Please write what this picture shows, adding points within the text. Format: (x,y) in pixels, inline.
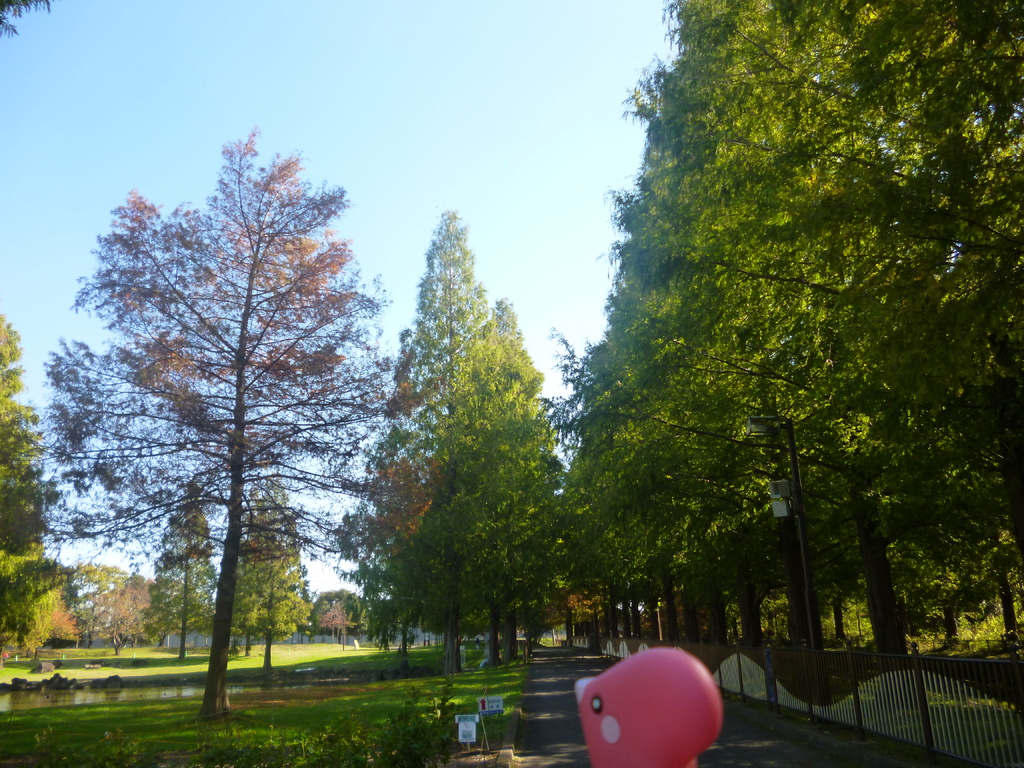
On the right side of the image (986,370) we can see trees (782,335), poles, fencing (709,649) and roads (564,649). On the left side of the image (172,698) we can see trees (523,486), water (125,701) and grass (249,703). In the background (98,79) there is sky (206,80).
